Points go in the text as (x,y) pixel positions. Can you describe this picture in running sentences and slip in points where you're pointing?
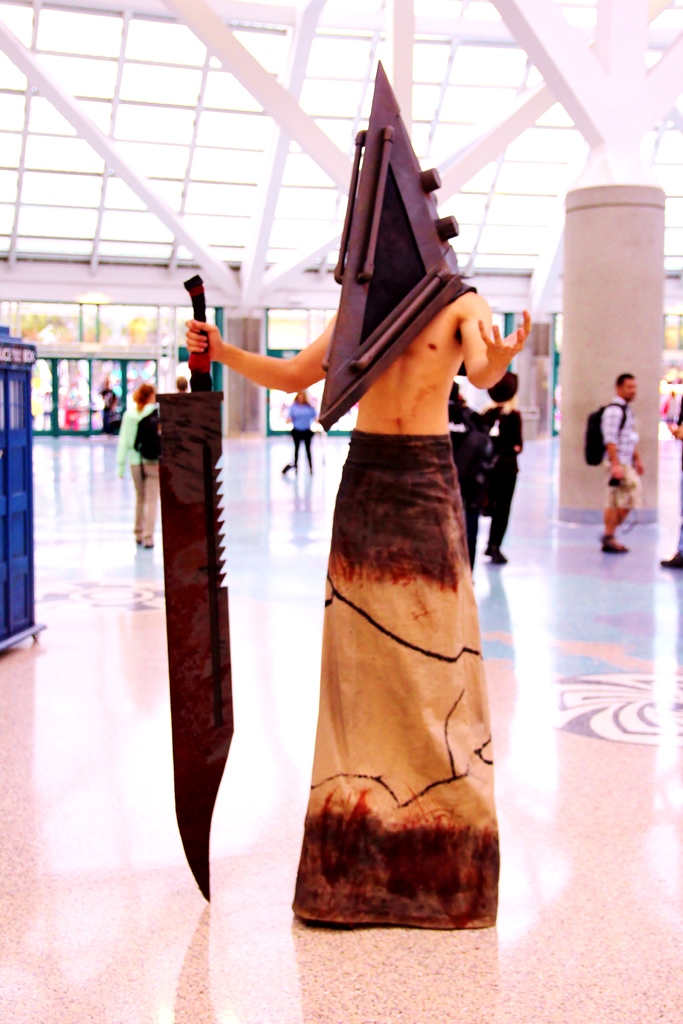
In this image, we can see a person (343,740) wearing a costume (326,673) and holding a weapon (187,475). At the bottom (580,851), we can see the floor (462,978). Background (571,456) there are few people (295,441), pillar (648,476) and few objects (11,471).
